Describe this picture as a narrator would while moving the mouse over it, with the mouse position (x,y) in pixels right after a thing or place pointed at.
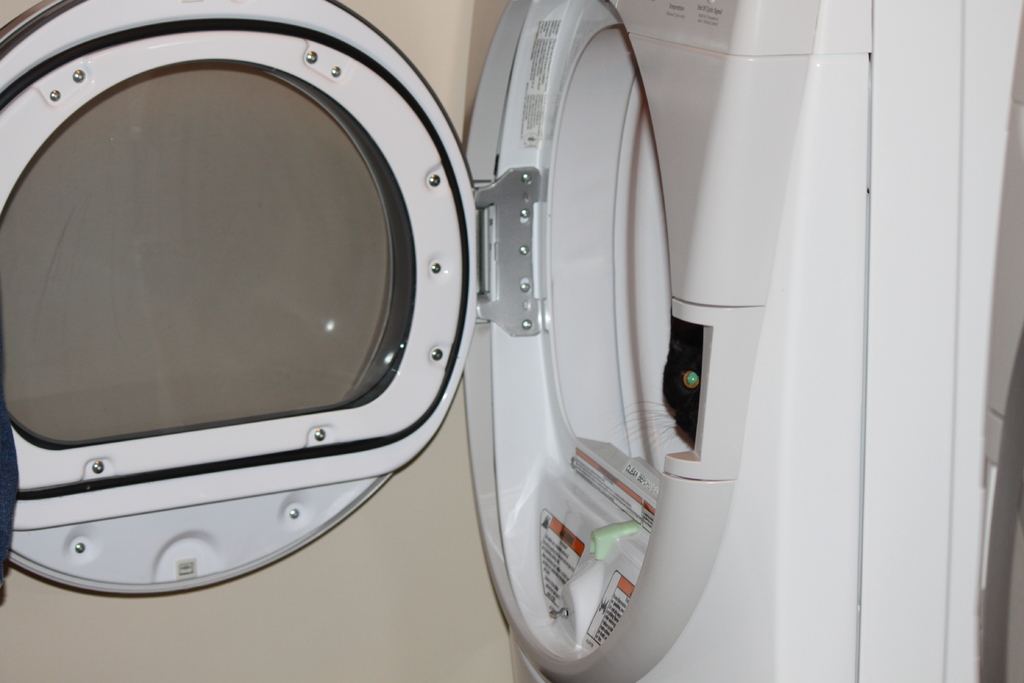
In this image there is a machine (513,414) and in the background (357,602) it looks like a wall (451,78).
